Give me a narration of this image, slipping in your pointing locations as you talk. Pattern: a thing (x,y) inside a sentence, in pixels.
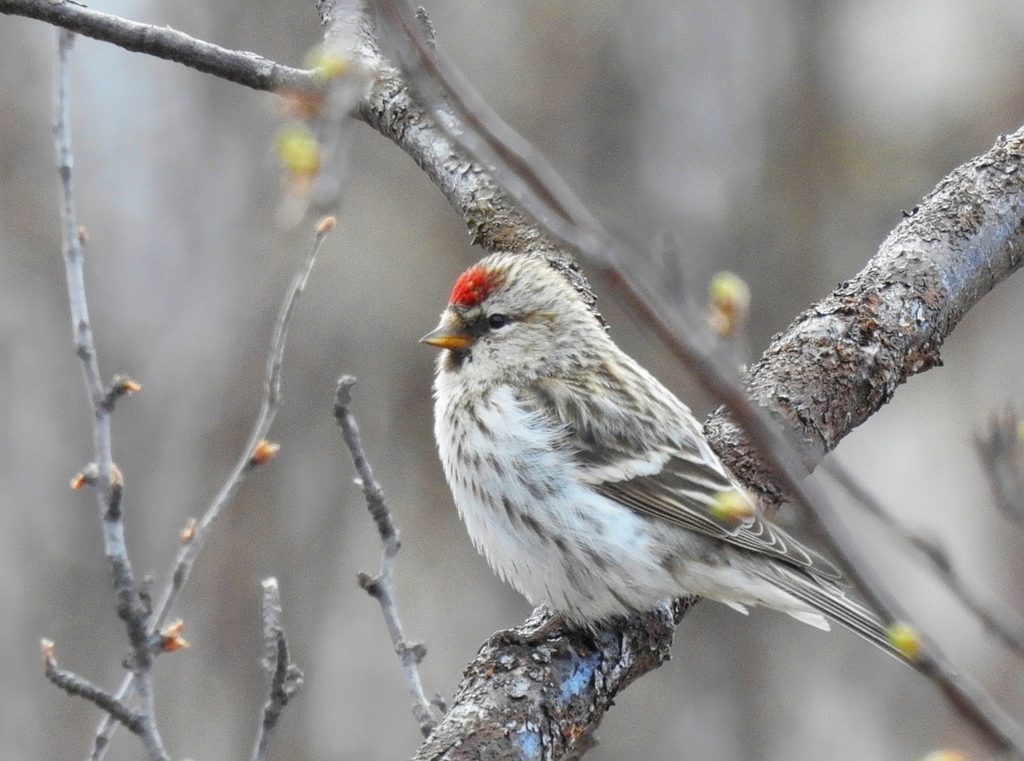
In this picture we can see a bird (524,436) on the branch (495,742). Behind the bird (492,422), there are branches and the blurred background (233,231).
